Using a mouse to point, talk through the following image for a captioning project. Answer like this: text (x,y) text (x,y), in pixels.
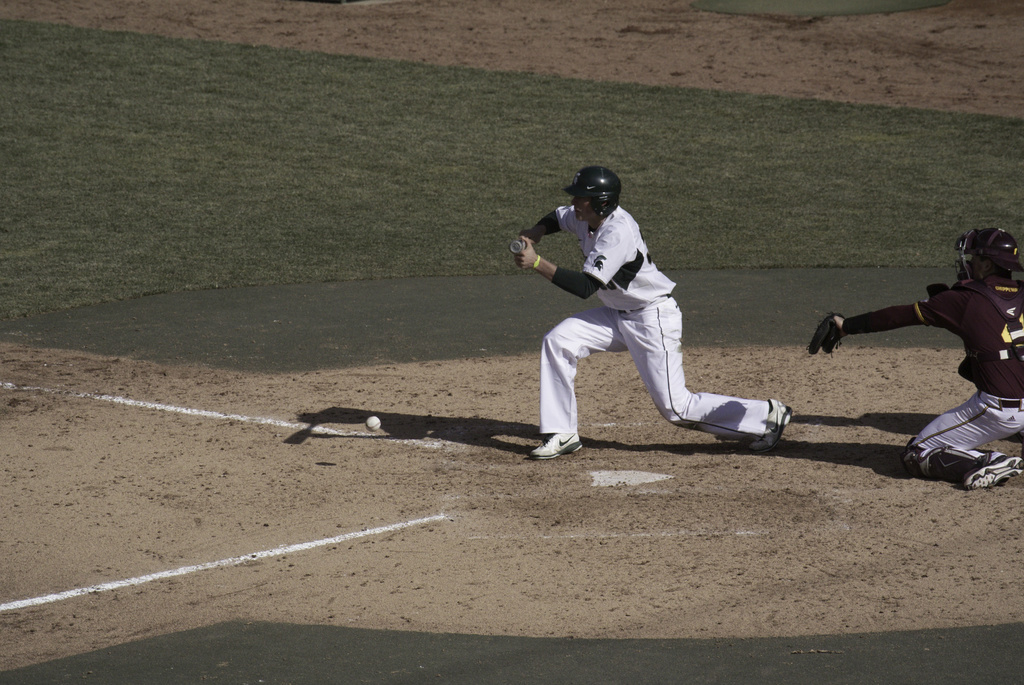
In this image there are two player (993,346) on the field (600,411). Here there is a ball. In the middle (593,250) the player (575,228) is holding a bat (515,250) wearing white dress (662,371). In the right (973,333) there is a player (1012,304) wearing maroon t-shirt (976,294). On the ground (687,222) there are grasses (708,227) over here.
